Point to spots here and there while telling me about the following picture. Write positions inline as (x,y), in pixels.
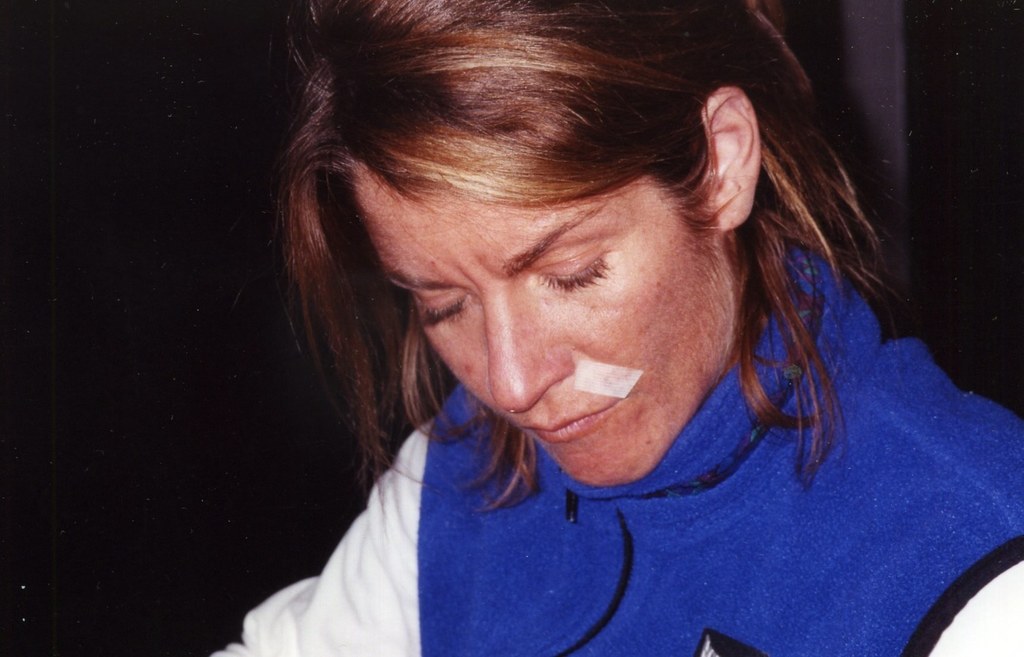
In this image in the foreground (551,385) there is one woman (472,519), and in the background (190,161) there is a wall (885,176).
